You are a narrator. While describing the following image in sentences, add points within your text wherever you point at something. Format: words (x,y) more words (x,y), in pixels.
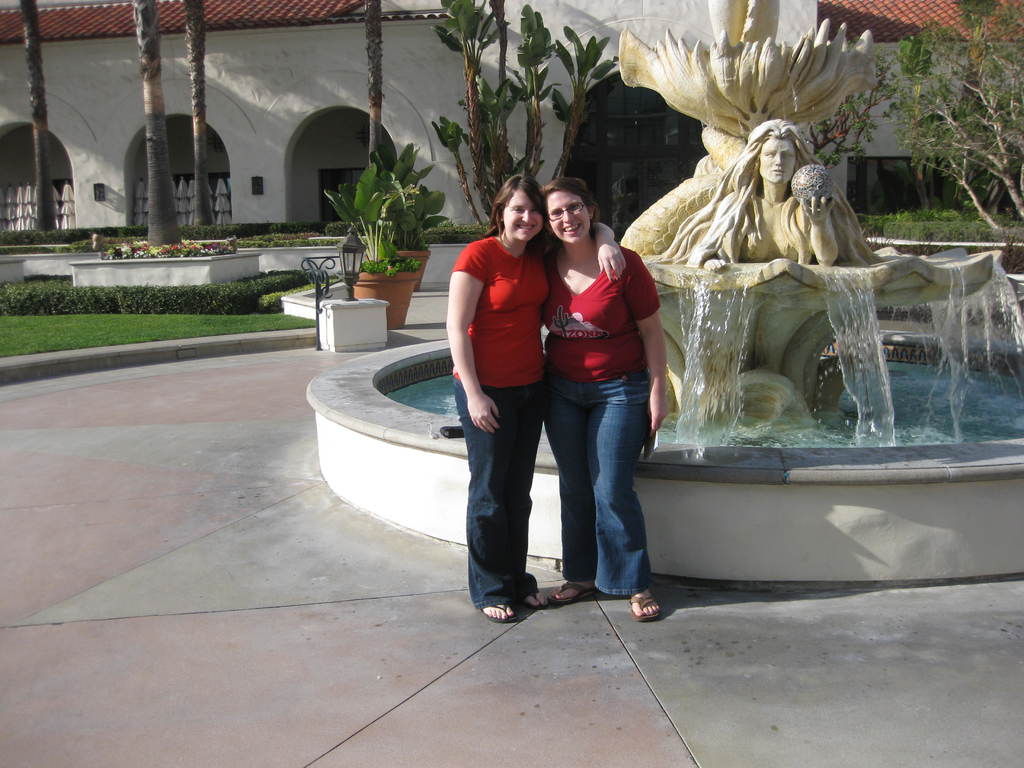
In this image we can see two lady persons (493,455) wearing red color T-shirt (487,300) standing on floor (312,416) near the water fountain (746,321) and in the background of the image (156,304) there are some plants (359,194), trees (44,210), grass (211,326) and there is a house (123,151).
